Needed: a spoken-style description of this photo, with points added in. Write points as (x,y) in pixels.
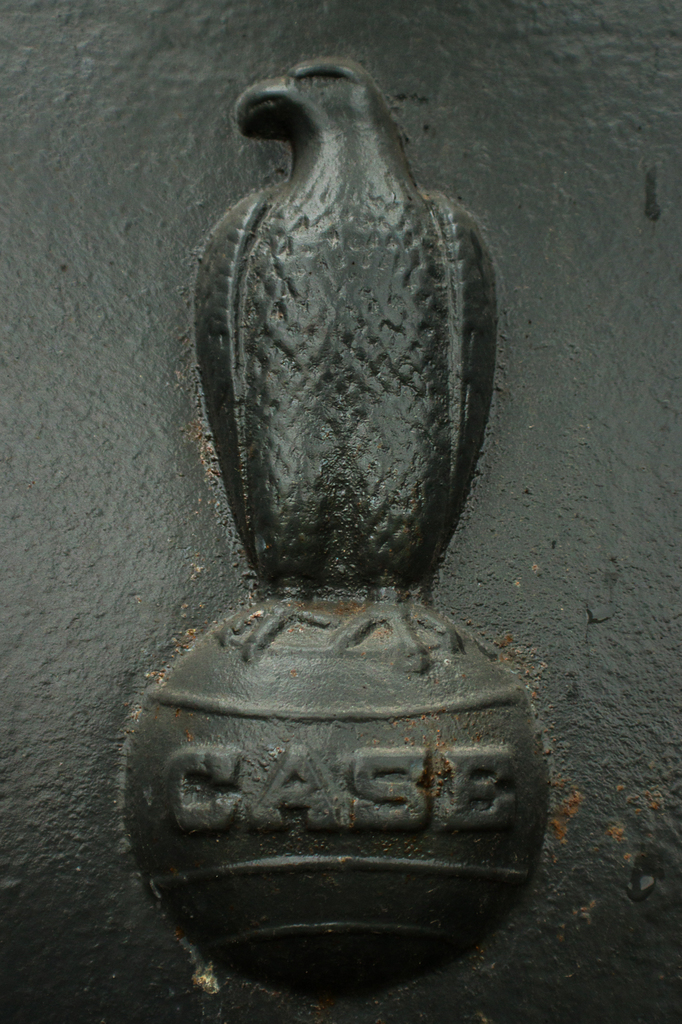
In this picture I can see a sculpture of a bird (248,231) and I see a word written under the sculpture (255,469) and I see this sculpture (277,310) is of black color.
